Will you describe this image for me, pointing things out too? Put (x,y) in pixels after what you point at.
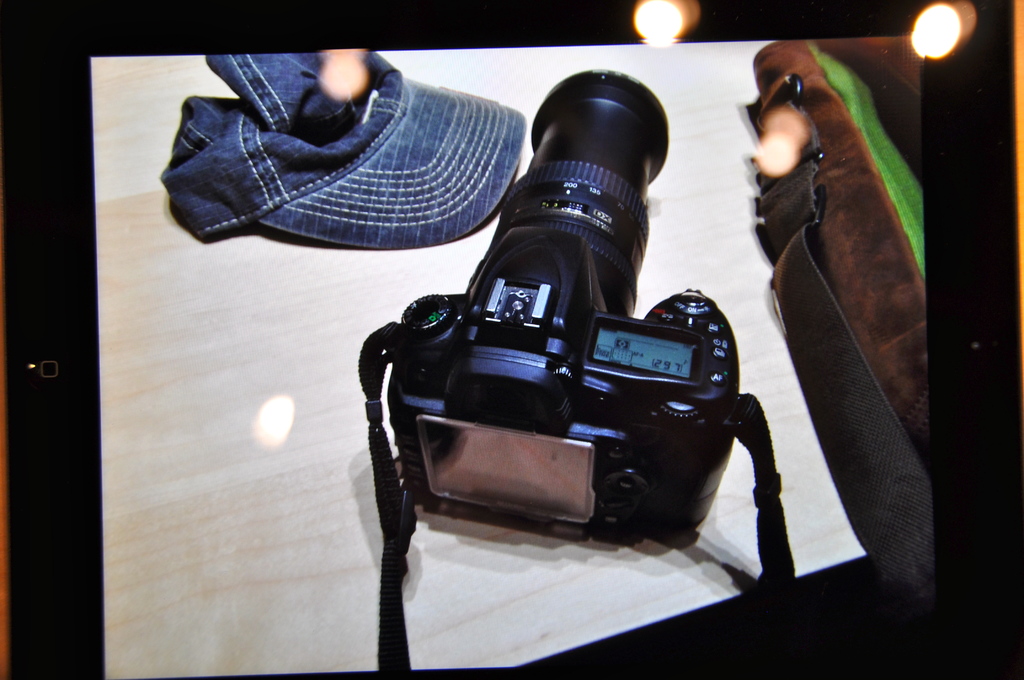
In the picture we can see a camera (577,341) on the table (358,403). There is a cap (386,161) and a bag (817,182) on the table (328,494). We can see lights (650,37).
